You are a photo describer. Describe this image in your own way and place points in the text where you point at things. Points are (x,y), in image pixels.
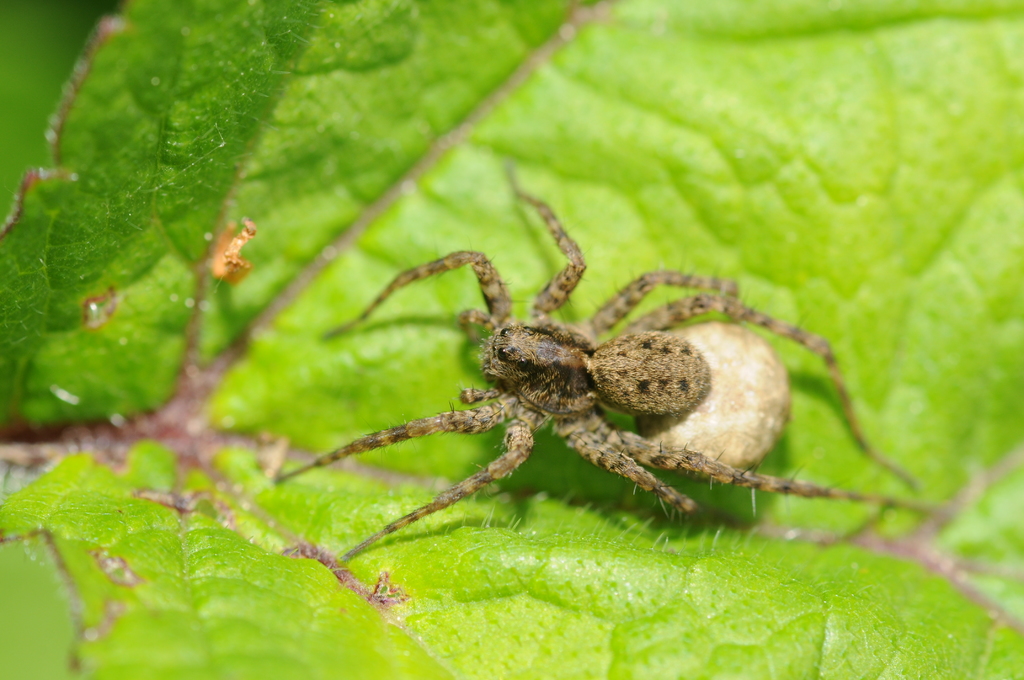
In the image on the green leaf (821,156) there is a spider (645,362).
